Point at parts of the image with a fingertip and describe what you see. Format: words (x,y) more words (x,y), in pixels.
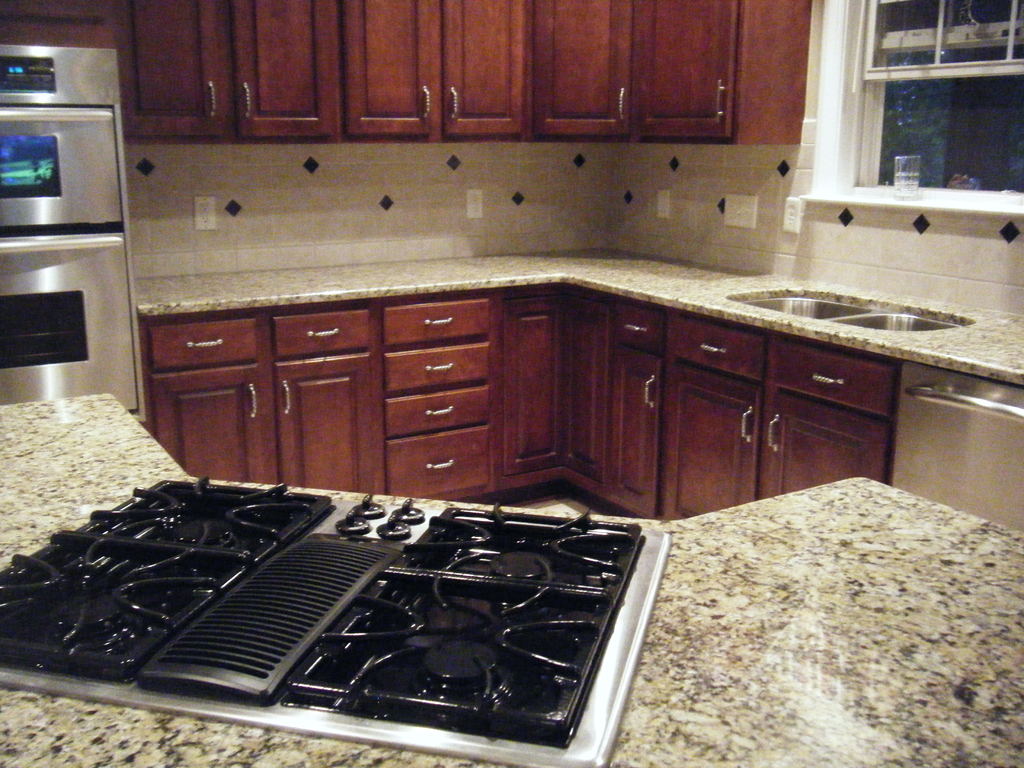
The picture contains a kitchen (488,496), there is a stove (244,572), a sink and above the sink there is a window (888,97). On the left side (92,152) there is an oven (61,205) and there are a lot of cupboards (520,130) below the countertop (397,282) and also in front of the wall (371,189).
